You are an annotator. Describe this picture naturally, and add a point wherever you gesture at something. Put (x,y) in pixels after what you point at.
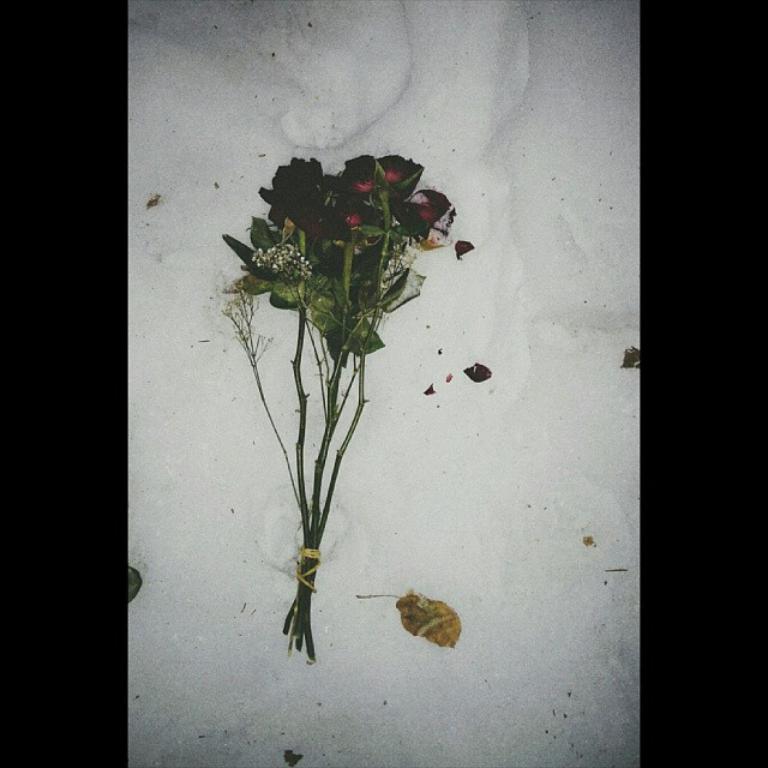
In this picture we can see flowers (294,232) and leaves (330,276) on a white surface (269,392) and in the background (78,150) it is dark.
